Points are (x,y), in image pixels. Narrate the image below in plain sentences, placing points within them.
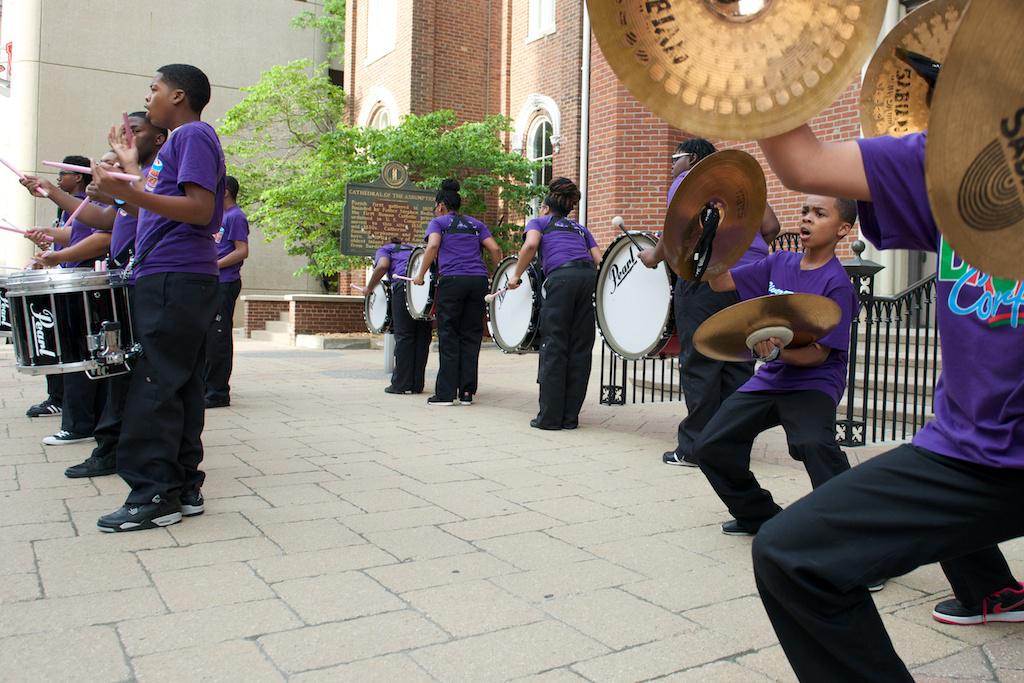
In this image it seems like group of people (706,459) who are playing the drums (502,287) by standing on the floor (179,612). To the right side (992,465) there is a man (987,454) who is playing the musical plates (939,154). In the background (293,199) there is a tree (294,183) which is near the building (486,75) which has windows (540,144).
